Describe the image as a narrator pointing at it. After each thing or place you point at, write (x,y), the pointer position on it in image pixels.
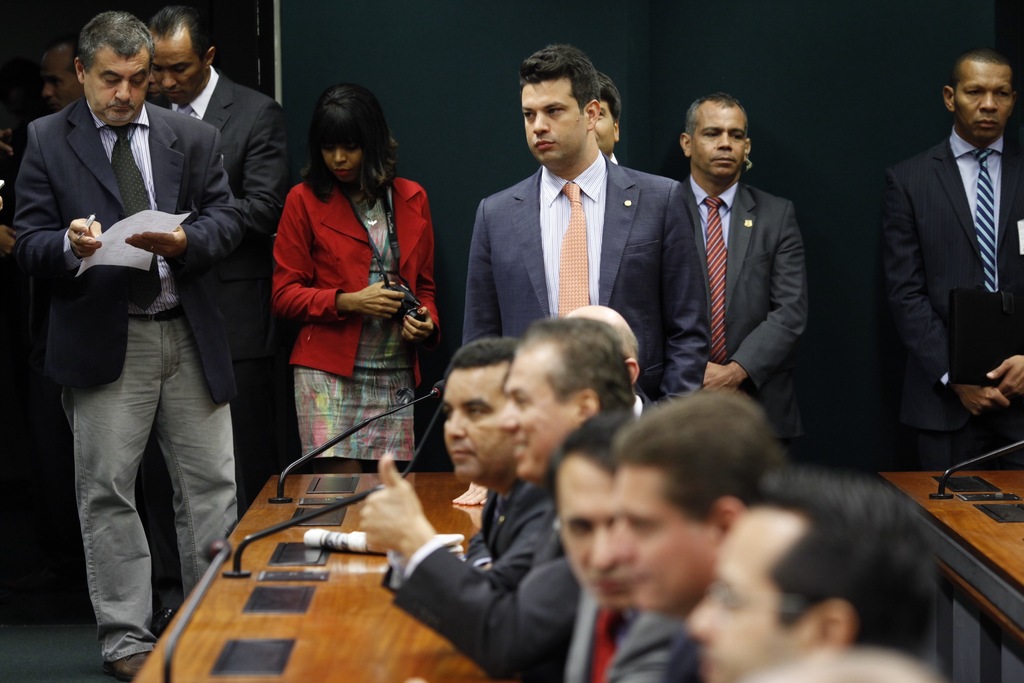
In this image there are people (259,317) standing and sitting. On the left side (117,274) there is a man (126,324) standing and holding a paper (141,224) and in the center (363,289) the woman (357,302) wearing a red colour jacket (332,262) is holding a camera (400,320) in her hand (411,328). In the center (362,430) on the table (295,631) there are mics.
